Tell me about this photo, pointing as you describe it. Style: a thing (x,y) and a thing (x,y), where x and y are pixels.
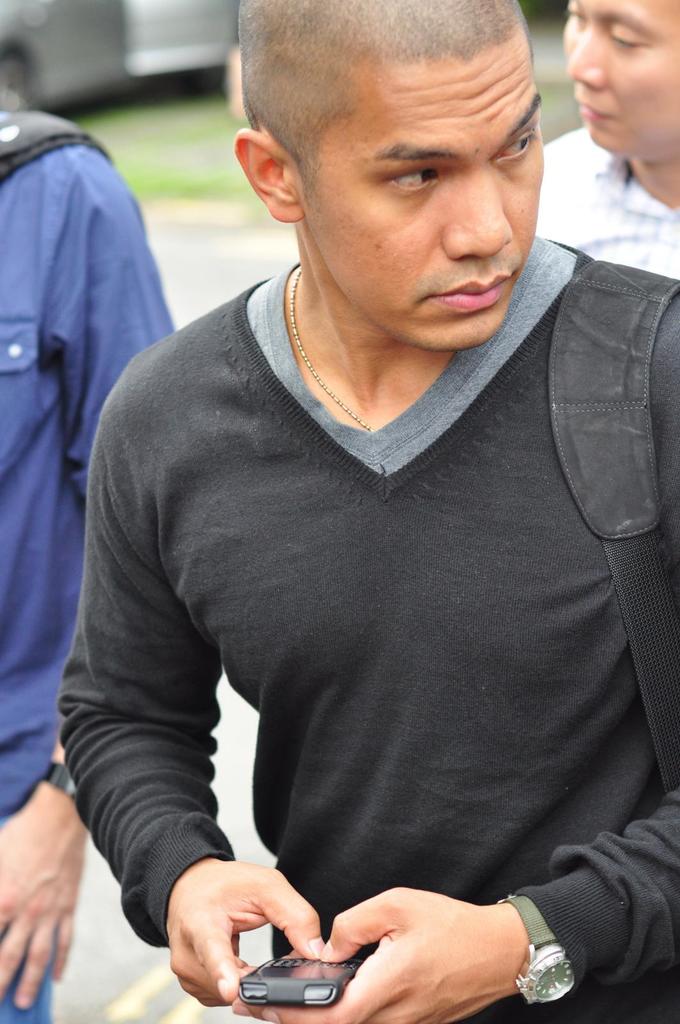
Here I can see a man (340,609) wearing black color t-shirt (463,632), bag (626,522), holding a device (262,978) in the hands (412,913) and looking at the right side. There is a watch (544,939) to his left hand (486,929). At the back of this man (275,186) I can see two more persons (36,240). It seems like they are walking. The background (101,116) is blurred.
